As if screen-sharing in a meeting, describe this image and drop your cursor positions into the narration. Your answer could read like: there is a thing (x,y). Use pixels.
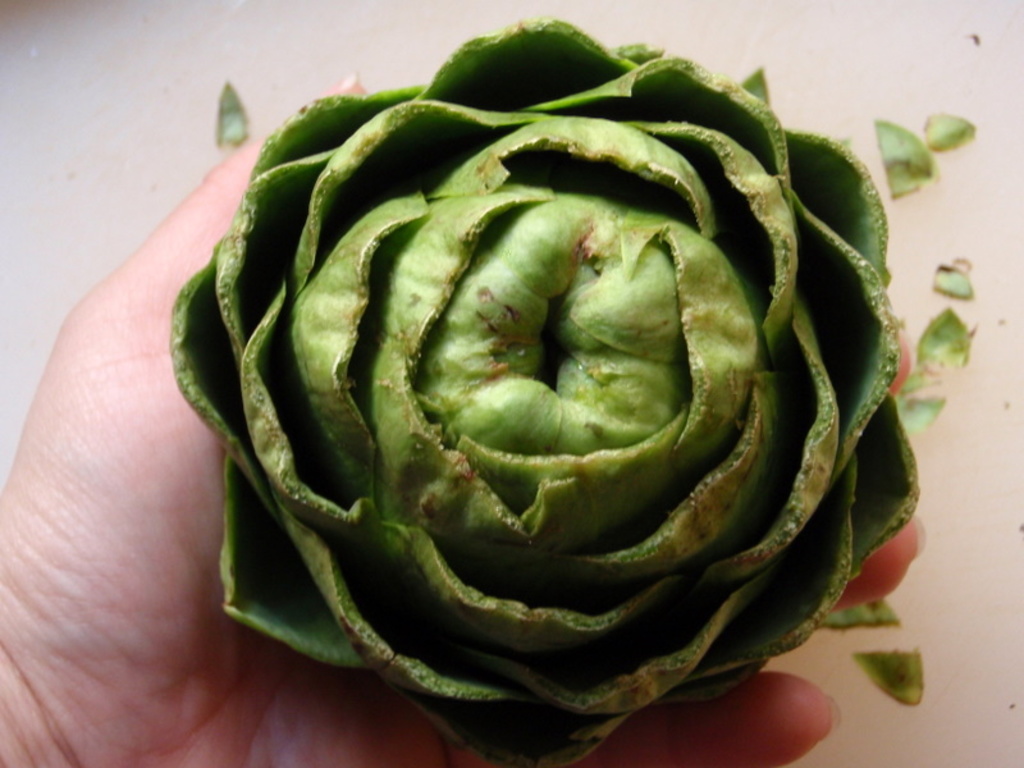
In this image I can see hand (221,174) of a person (198,758) and on it I can see a green colour thing (517,459). I can also see few more green colour things (895,186) in the background (910,675).
